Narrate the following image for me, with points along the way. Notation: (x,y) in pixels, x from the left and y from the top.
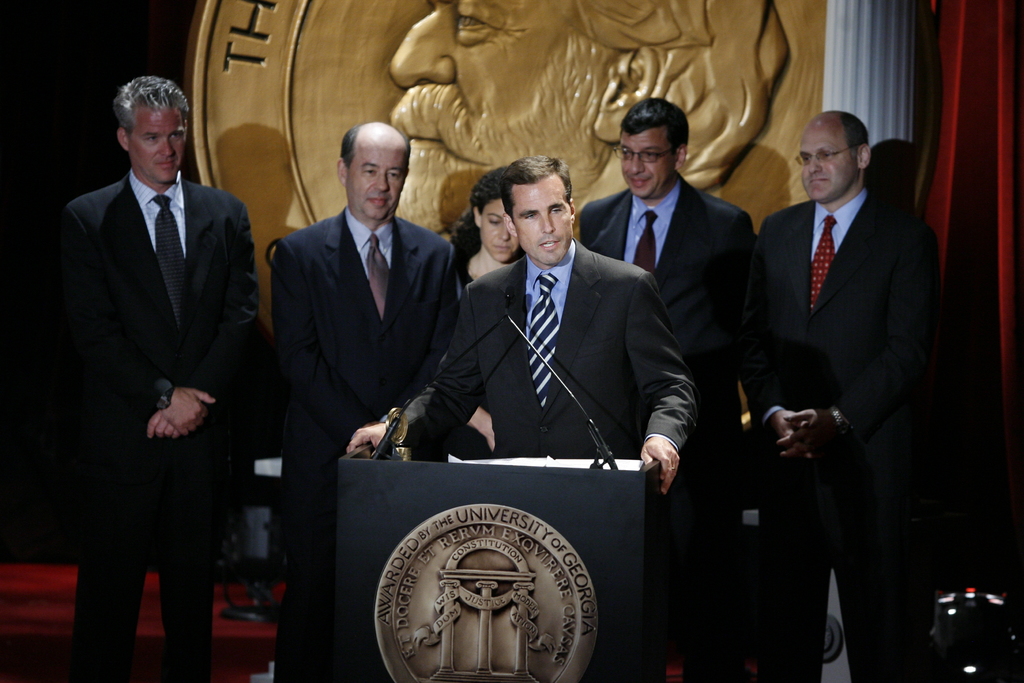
This image is taken indoors. In the background (441,63) there is a shield (233,72) with an image (559,71) a man (596,61) and there is a text (251,34) on it. There is a pillar (875,70). There is a curtain (980,166). In the middle of the image (394,242) a few men (534,216) and a woman (498,260) are standing on the dais (270,629) and there is a podium (538,561) with two mics (595,468) and a paper (576,466) on it. There is a board (465,583) with a text (466,603) on it.
